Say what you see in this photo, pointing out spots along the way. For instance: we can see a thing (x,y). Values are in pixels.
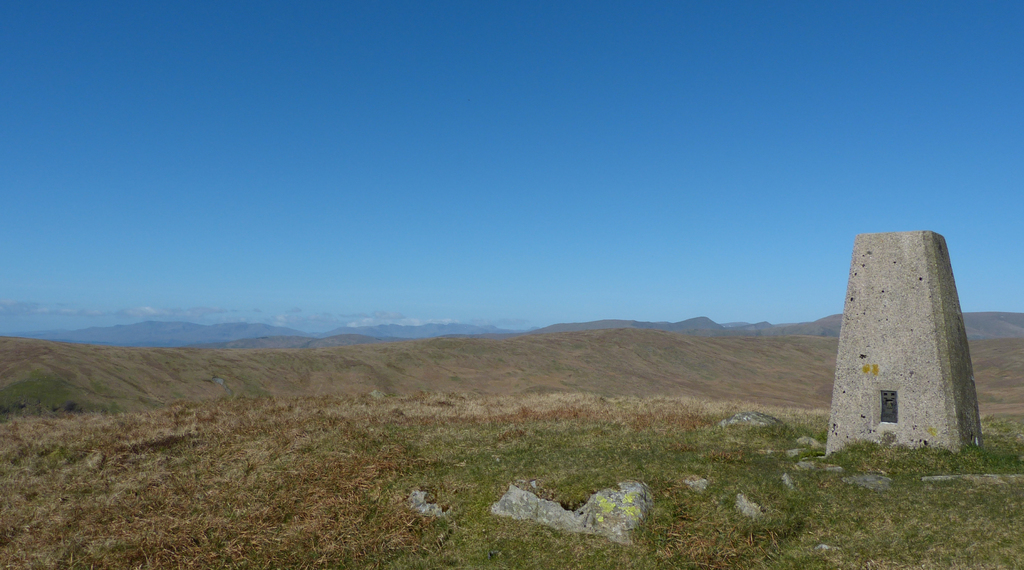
This picture is clicked outside the city. In the foreground (442,489) we can see the green grass (921,526). On the right (907,287) there is a tower (913,314) and there are some objects (600,521) placed on the ground (767,461). In the background (487,249) we can see the sky (528,311) and the hills (322,394).
